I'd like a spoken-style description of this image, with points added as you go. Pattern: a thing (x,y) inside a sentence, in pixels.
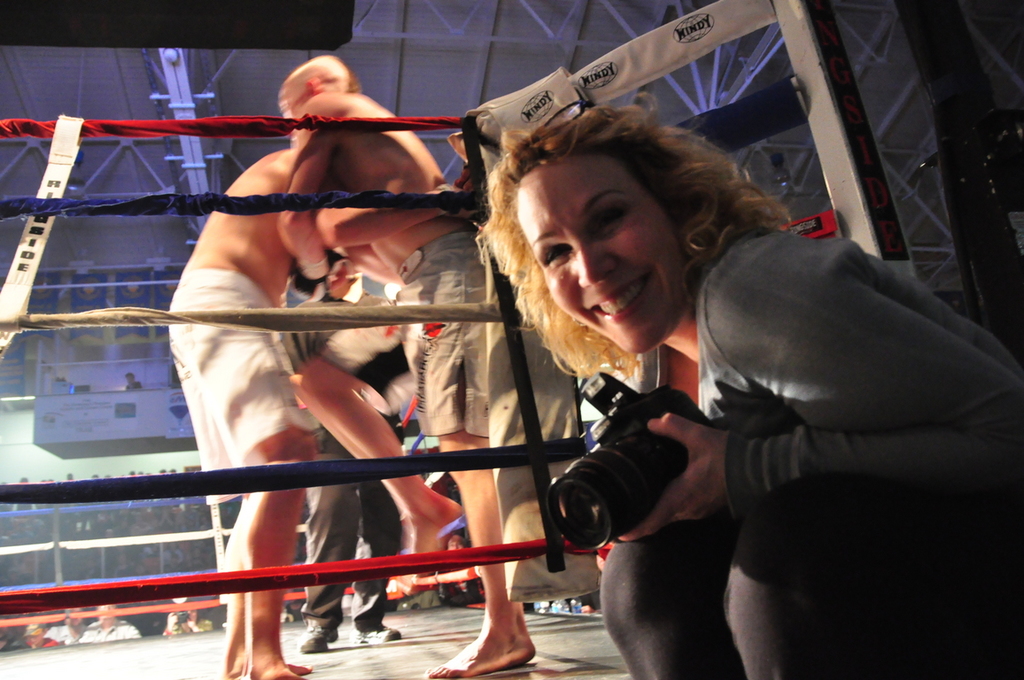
This is the picture inside of the stadium (514,84). At the front (758,257) there is a woman (773,325) sitting and smiling and she is holding camera (598,465). At the back (246,363) there are two persons (299,276) there are fighting.
